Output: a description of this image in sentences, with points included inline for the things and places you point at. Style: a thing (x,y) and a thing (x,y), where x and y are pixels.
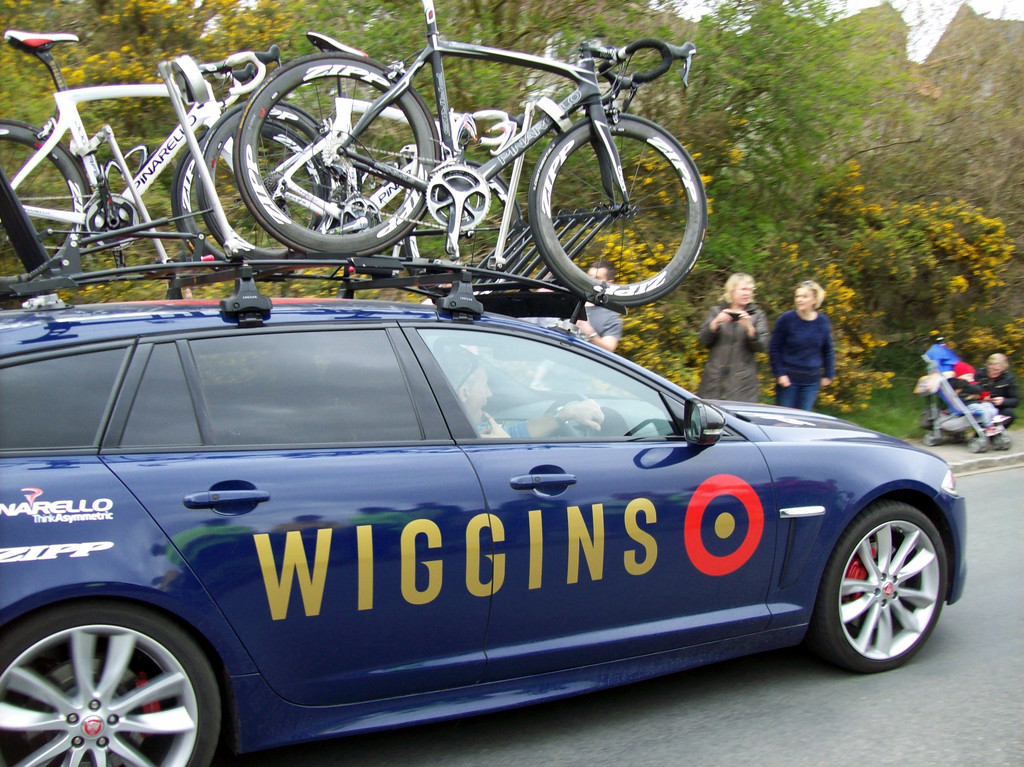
In this image we can see a car (308,448). On the car (298,464) something is written. Also there are cycles (226,201) on the car (735,441). In the back (604,333) there are few people (731,354) standing. Also there are trees (853,121).
